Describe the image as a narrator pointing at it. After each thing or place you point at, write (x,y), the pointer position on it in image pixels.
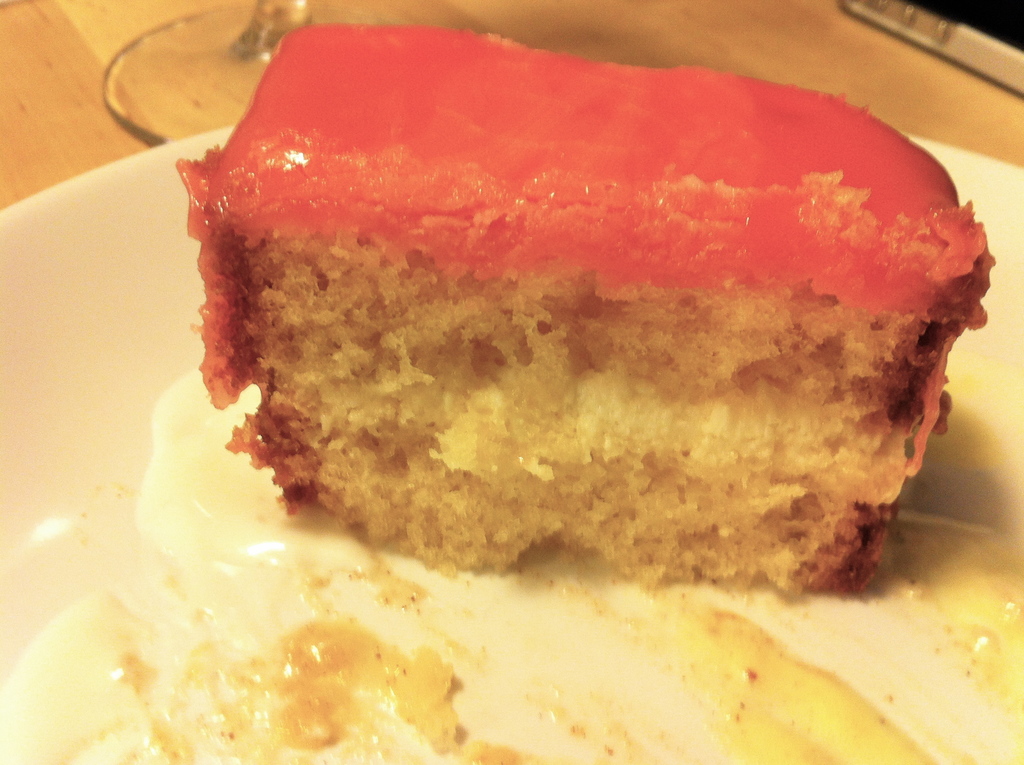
In this image there is a slice of a pastry (401,204) on the plate (80,505). Beside that there is a glass (196,64) which was placed on the table (817,51).
